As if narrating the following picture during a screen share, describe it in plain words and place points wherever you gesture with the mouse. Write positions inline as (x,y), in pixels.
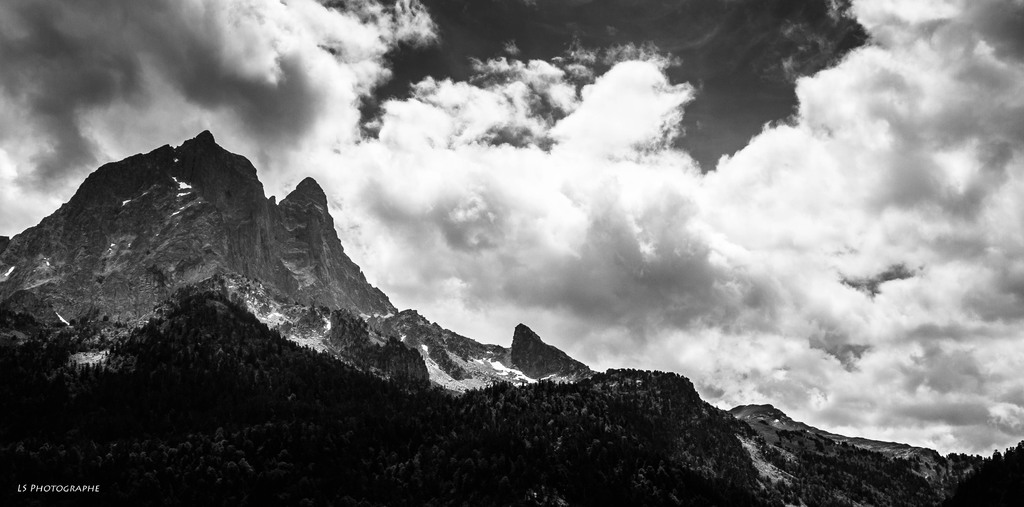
In bottom left (63,484), there is a watermark (54,489). In the background (719,79), there are mountains (173,354) and there are clouds (213,11) in the sky (719,79).
